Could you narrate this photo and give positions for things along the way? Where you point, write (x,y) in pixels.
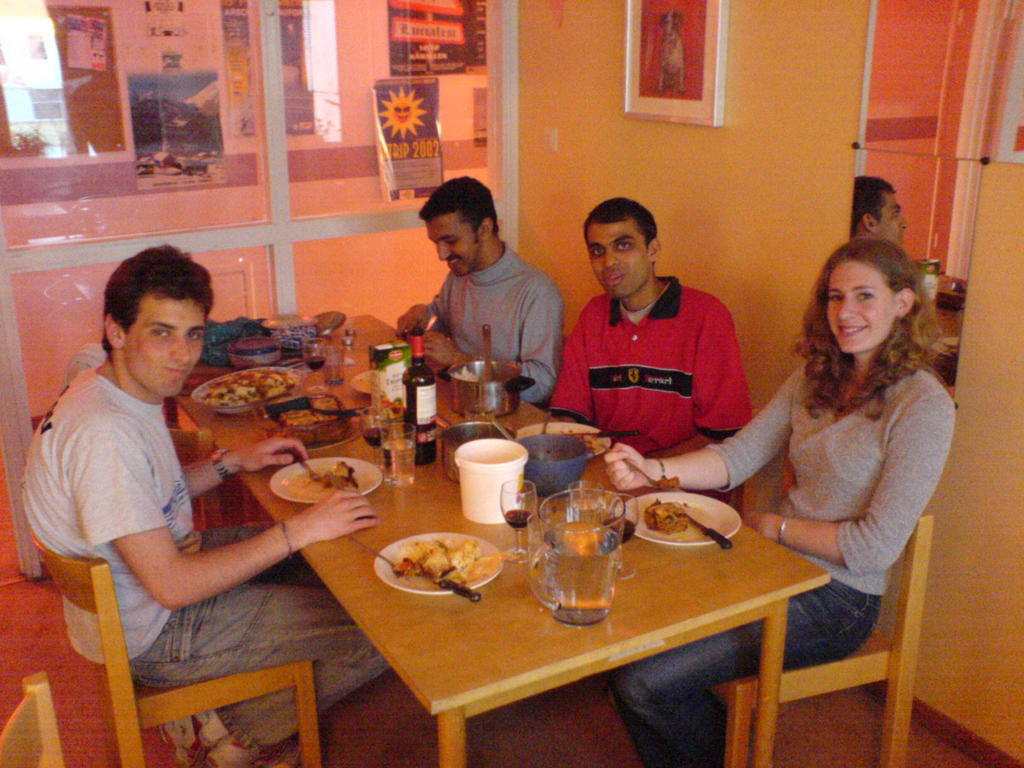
In this image there are group of persons (469,355) who are sitting on a chairs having their drinks (551,582) and food (441,542).
